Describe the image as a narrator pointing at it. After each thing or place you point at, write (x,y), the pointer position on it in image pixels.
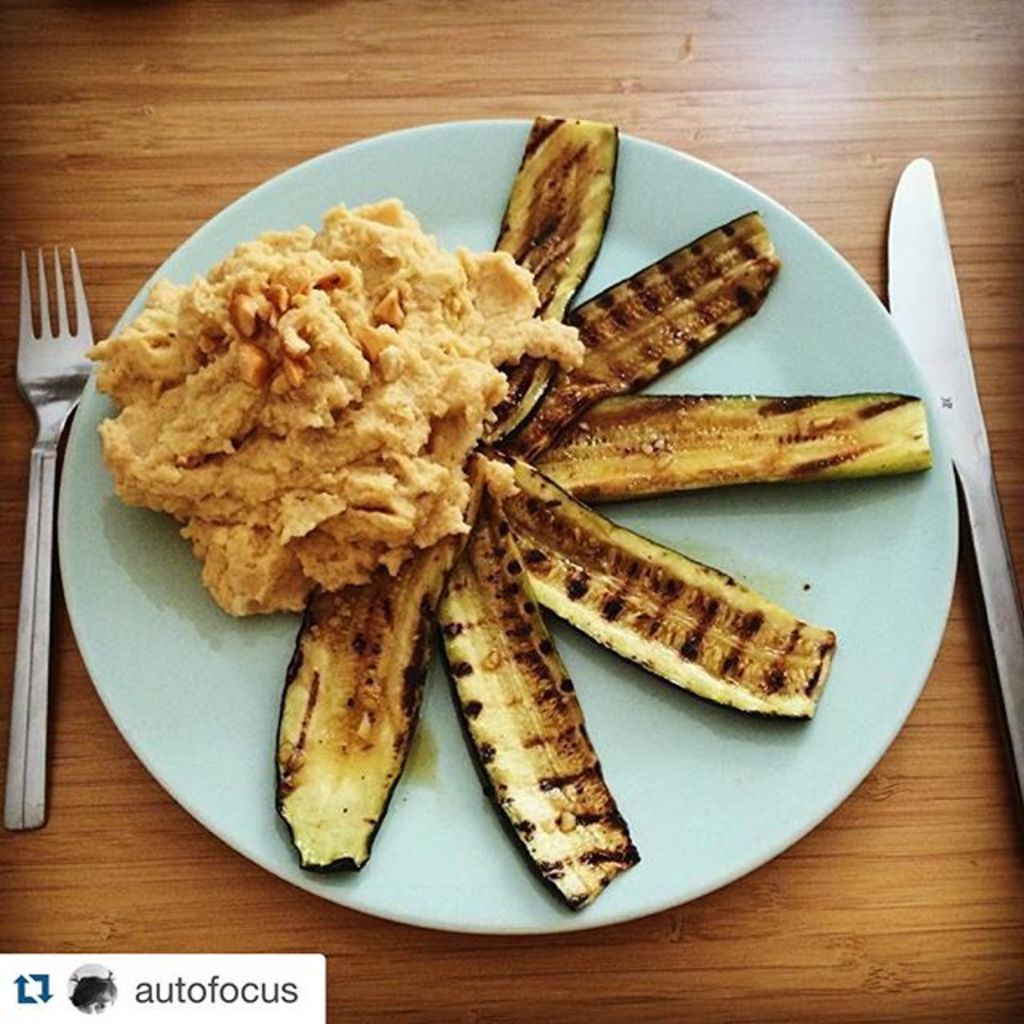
This is a zoomed in picture. In the center (519,360) we can see a plate (623,223) containing some food items (624,536) and we can see a knife (907,308) and a fork (73,381). In the background (81,81) we can see a wooden object (500,62) seems to be the table (171,921). In the bottom left corner (200,985) we can see the watermark (158,993) on the image.
